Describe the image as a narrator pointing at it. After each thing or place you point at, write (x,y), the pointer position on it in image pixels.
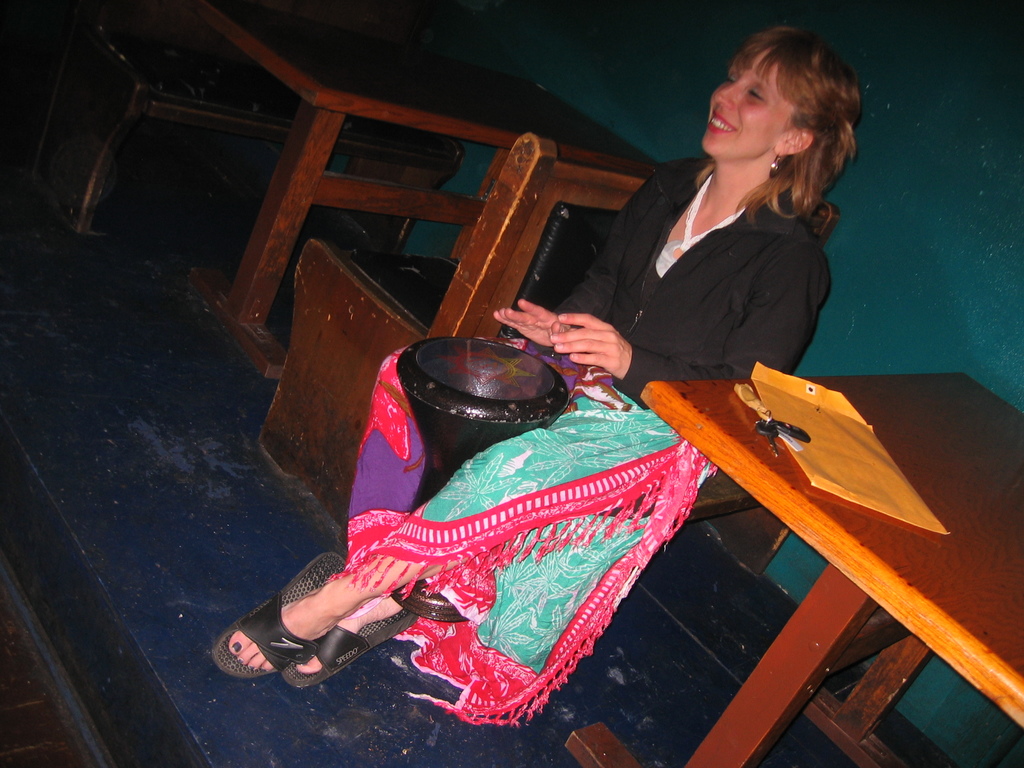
In the picture we can see a woman (650,545) sitting on the bench (736,531) near the table (820,520) and playing a musical instrument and beside her we can see some tables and chairs (388,320).
